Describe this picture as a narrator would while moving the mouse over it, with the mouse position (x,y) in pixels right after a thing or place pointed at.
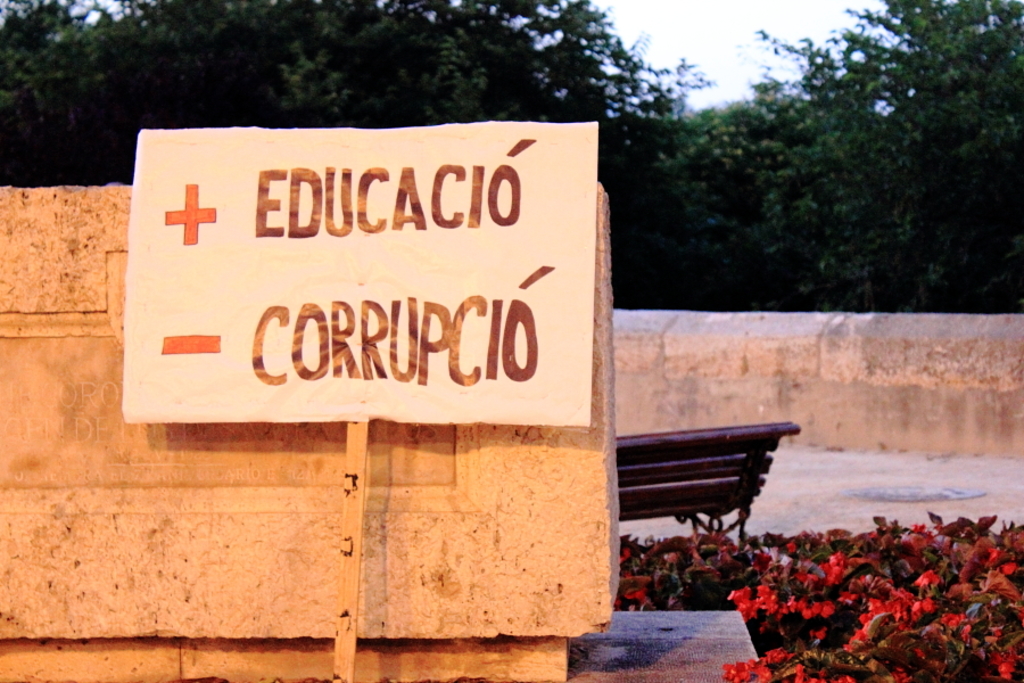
In this picture we can see a white board (397,351) on the wall (467,632). On the right (759,476) there is a bench (719,505) near to the plants (891,643). In the bottom right corner (920,585) we can see red flowers (910,599) in the plants (847,573). In the background (762,205) we can see many trees (818,154). At the top (730,34) there is a sky (675,35).
